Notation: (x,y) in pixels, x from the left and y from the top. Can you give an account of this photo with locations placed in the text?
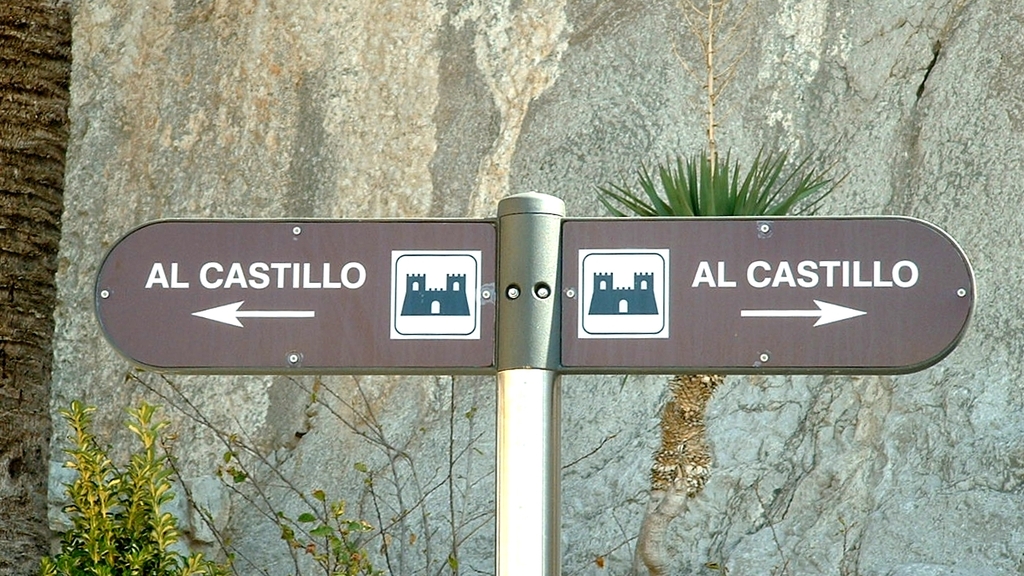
Here we can see a direction board (468,303) on a pole (508,435). In the background (295,160) there are plants (212,564), big rock (344,101) and on the left side (19,279) we can see a truncated tree (49,266).
